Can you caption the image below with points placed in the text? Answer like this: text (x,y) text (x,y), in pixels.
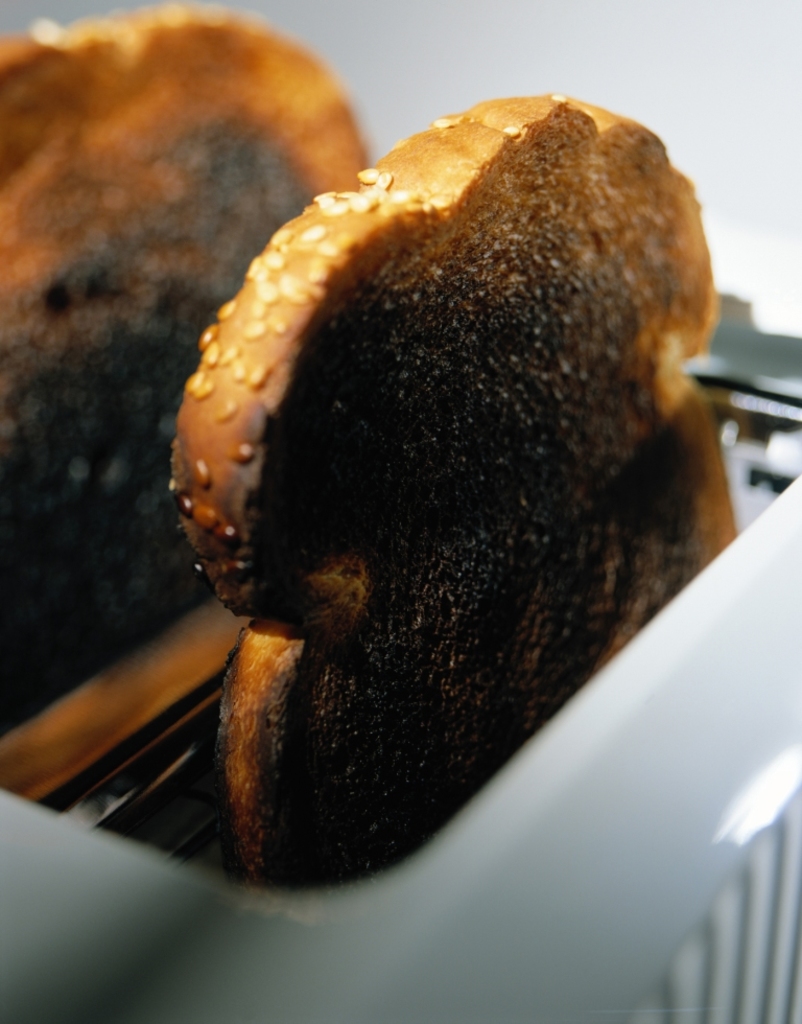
In this image I can see toasted breads (345,355), sesame seeds (365,204) and toaster (584,871).
